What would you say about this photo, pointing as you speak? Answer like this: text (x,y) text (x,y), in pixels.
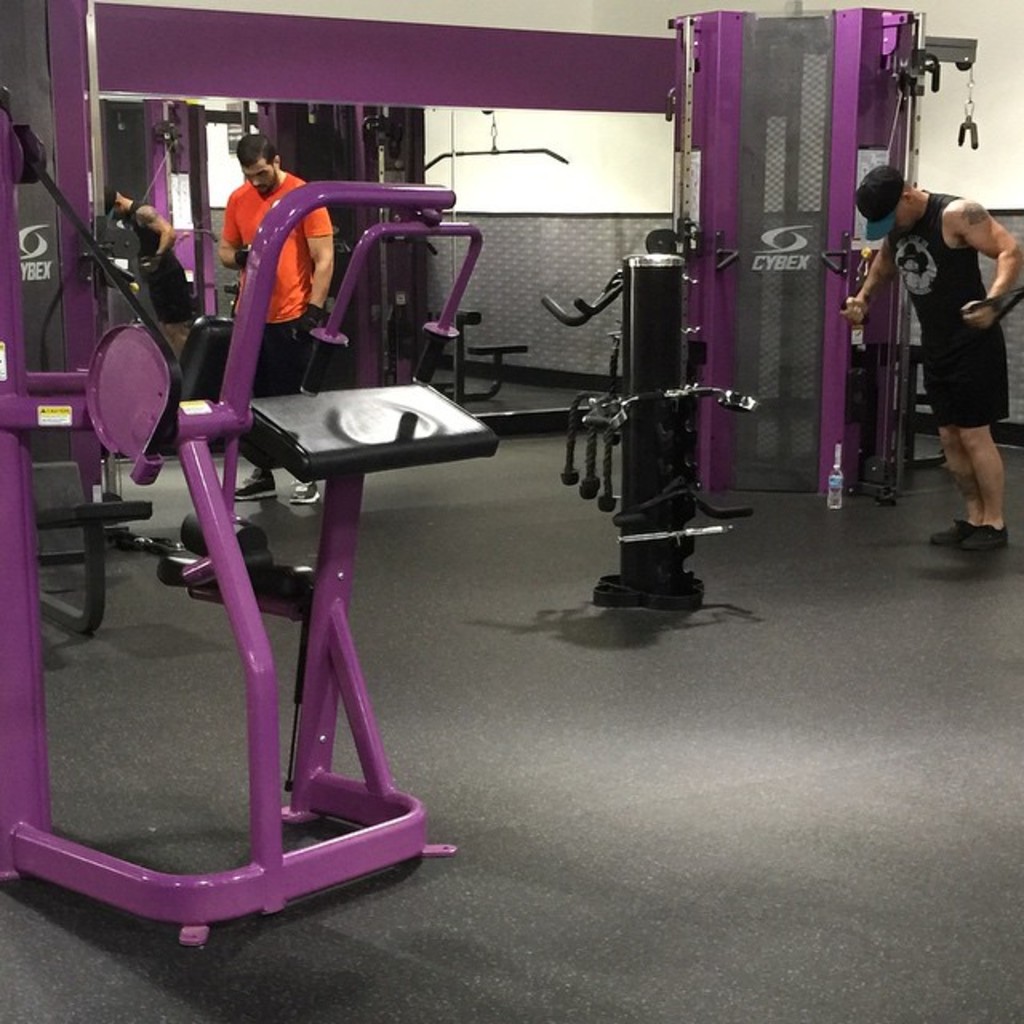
This is the inner view of a gym (420,885) where we can see few equipment (38,48) and we can see this person (968,406) wearing a black dress (968,406), cap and shoes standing here and this person (235,240) wearing an orange T-shirt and shoes (308,493) standing here. In the background (414,295), we can see a mirror (626,165).
